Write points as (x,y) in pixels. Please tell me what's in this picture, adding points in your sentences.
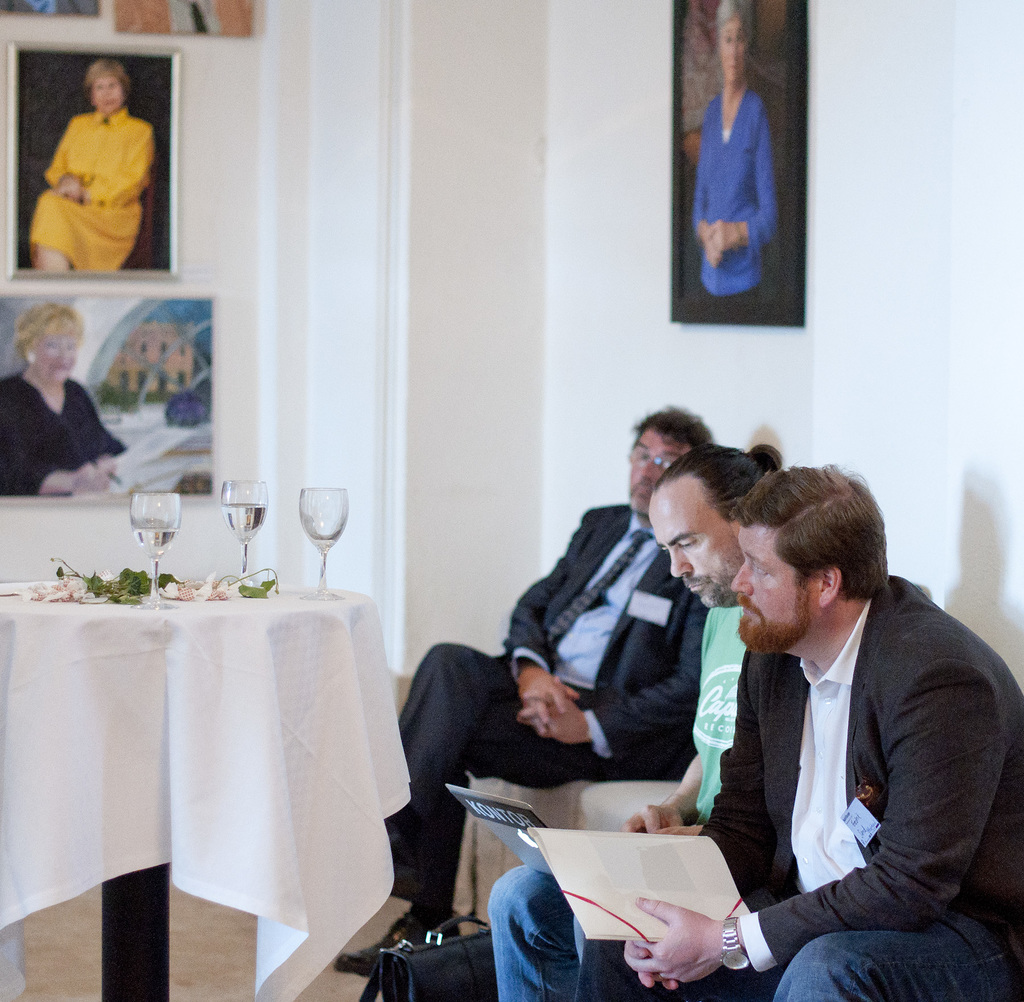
in this picture we can see three men (681,705) sitting here in chair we can also see a table (234,734) with a cloth (185,676) having three glasses (146,500) of water (153,535), on the wall (350,242) we can see different frames (157,161) of a picture (77,143) of woman (131,194).
